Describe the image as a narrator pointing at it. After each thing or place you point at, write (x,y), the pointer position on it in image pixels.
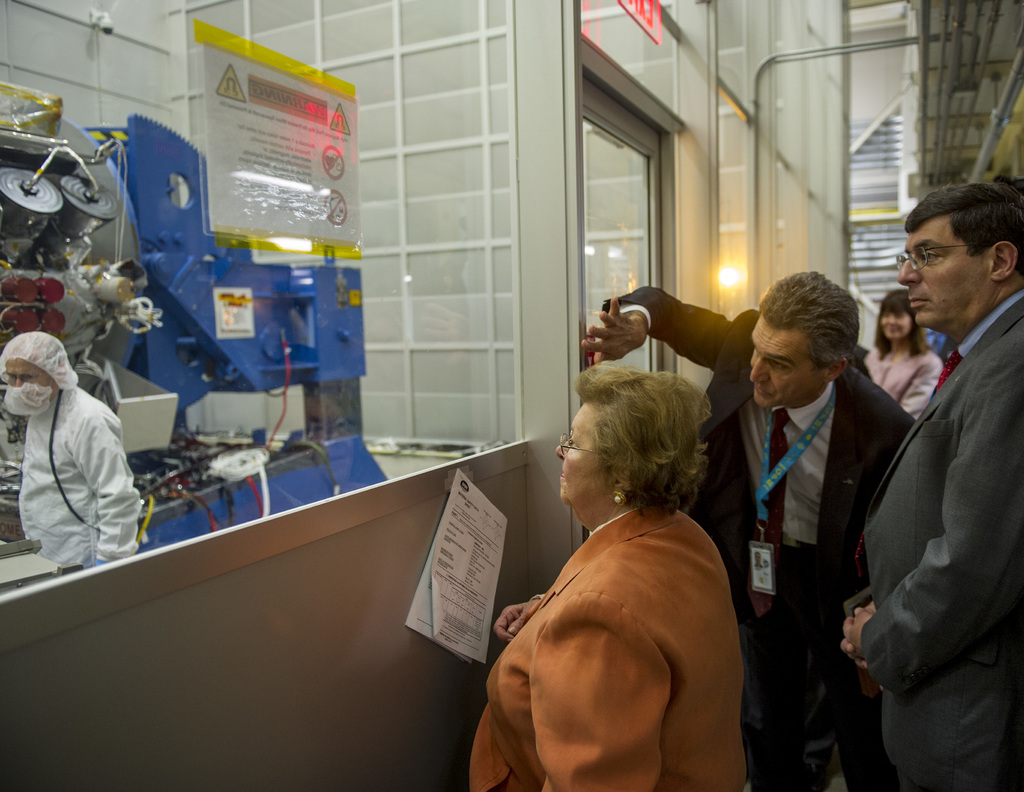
This is an inside view. On the left side (141,148) there are few machines (168,169) and one person (41,491) is wearing white color dress (74,467) and standing. On the right side (851,432) few people (669,514) are wearing suits (865,493), standing facing towards the left side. In front of these people (1004,563) there is a board (416,526) to which a paper (468,584) is attached. On the paper (453,580), I can see some text (470,569). In the background (795,124) there is a wall (681,85) and a light (736,282).
